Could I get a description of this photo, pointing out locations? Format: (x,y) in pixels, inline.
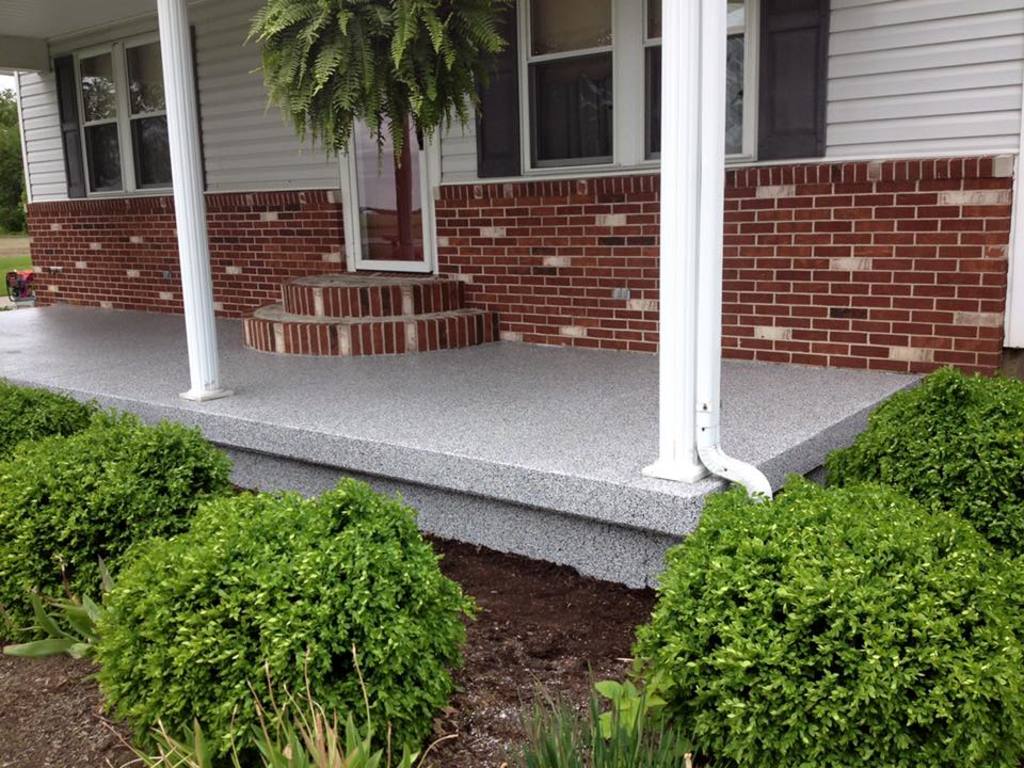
There are plants (2,427) at the bottom side of the image (130,526) and a house (370,240) in the center (444,299), on which there are windows (547,150). There is greenery (12,177) in the background area (22,214).
